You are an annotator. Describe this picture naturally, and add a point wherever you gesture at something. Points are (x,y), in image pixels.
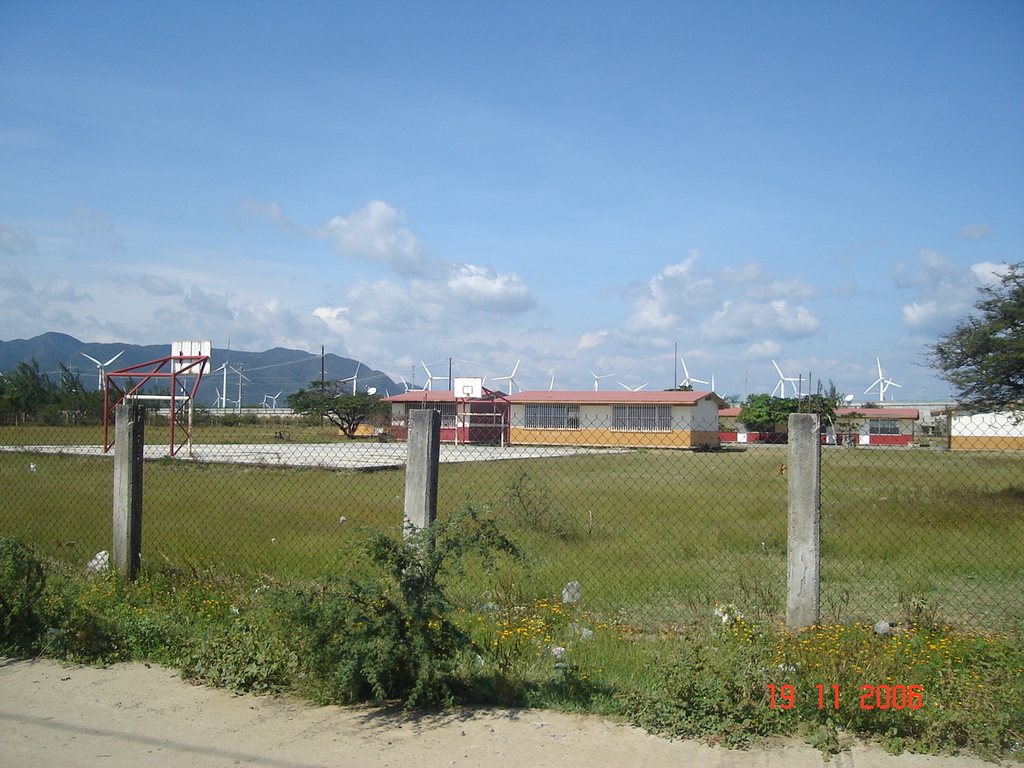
In this image I can see the ground (172,677), few plants (286,638) which are green in color, the metal fencing (327,535), few trees (88,413), few buildings (629,425), few windmills (217,397) and few mountains (245,352). In the background (363,208) I can see the sky (523,150).
